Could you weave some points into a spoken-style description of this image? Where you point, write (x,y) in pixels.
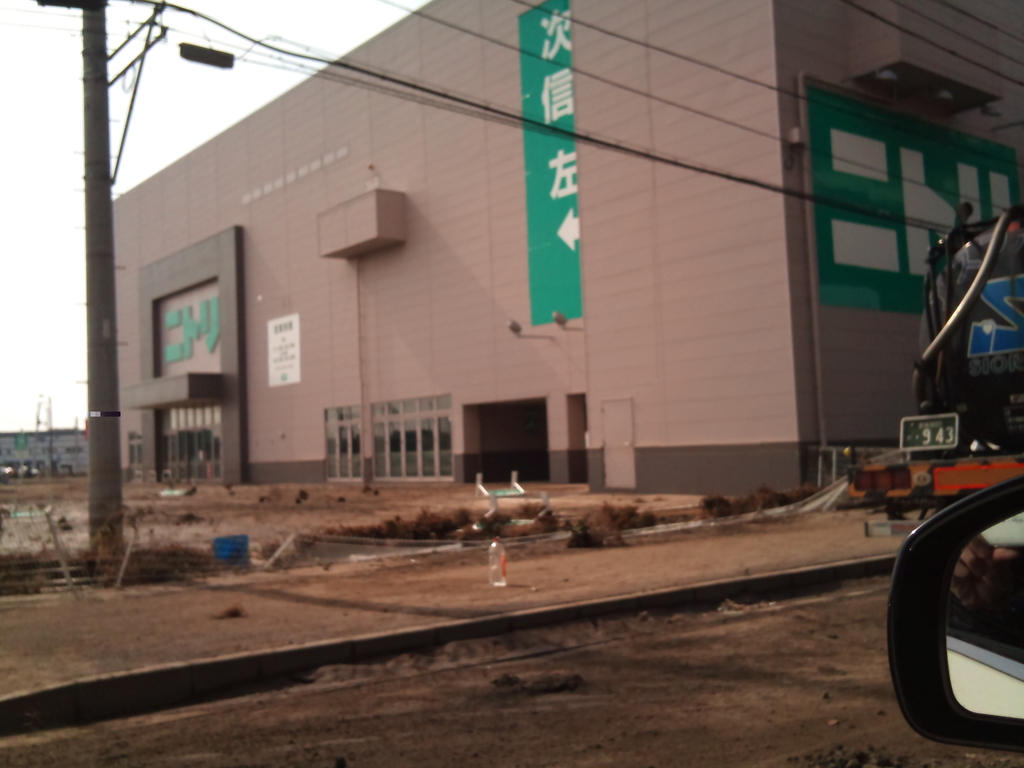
This picture is clicked outside. On the right corner (1013,570) there is a mirror (952,554) and a vehicle (955,435). In the center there is a bottle (500,559) placed on the ground (302,571) and we can see a pole (89,69) and the cables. In the background (169,59) there is a sky (183,84) and we can see the buildings (443,440) and some other objects (429,521).
